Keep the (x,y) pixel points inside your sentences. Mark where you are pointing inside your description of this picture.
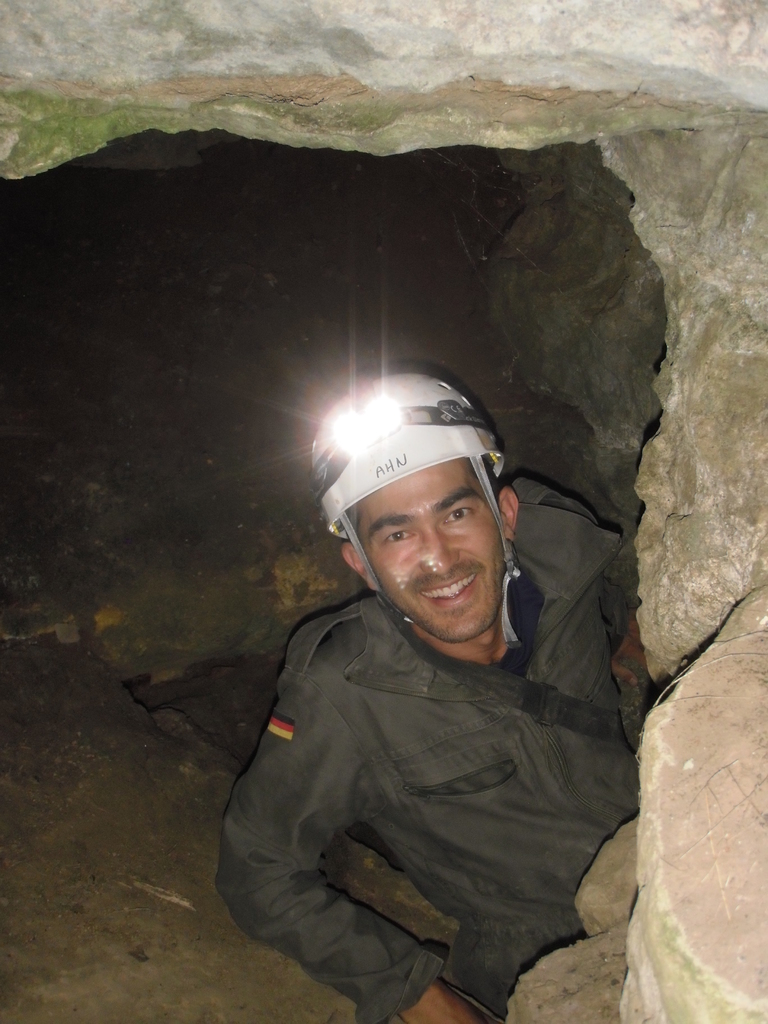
In the image we can see a cave (310,428), in the cave (272,562) a person (385,788) is sitting and smiling.
